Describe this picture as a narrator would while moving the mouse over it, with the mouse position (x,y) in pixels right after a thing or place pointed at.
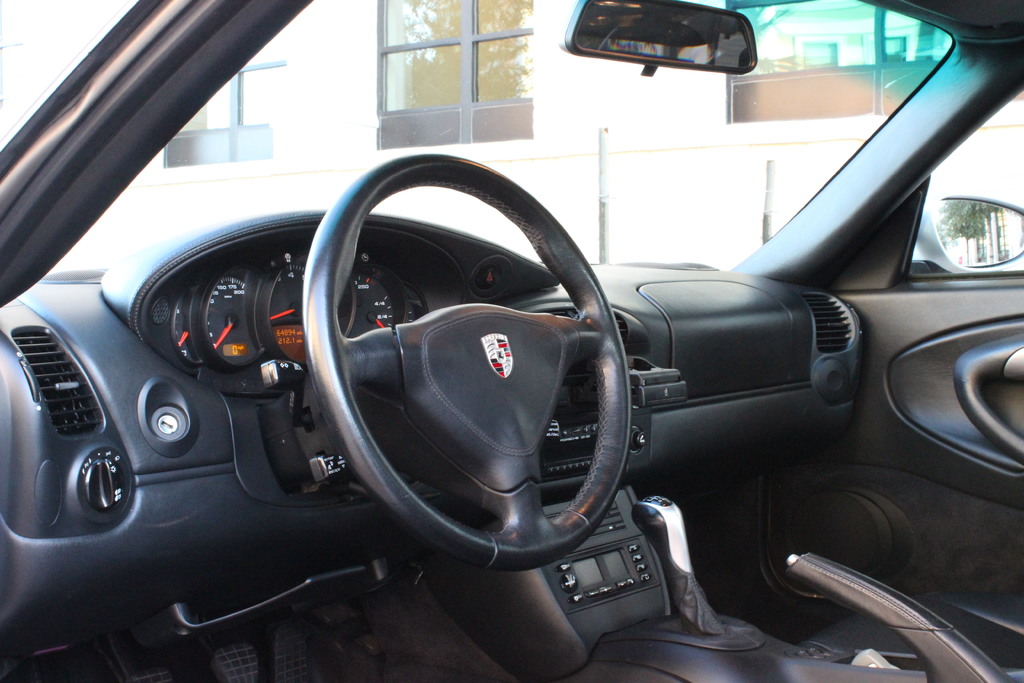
This picture is taken inside the car (752,418). In the center (519,349), there is a steering (536,425). On the top (590,81), there is a mirror (609,7) and a glass (605,134). Behind the steering (327,281), there are meters (266,305). At the left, there is a air conditioner (78,431). On the bottom (303,664) there are pedals (300,638). Through the glass (466,128), we can see the building (642,188) with windows (469,63).
